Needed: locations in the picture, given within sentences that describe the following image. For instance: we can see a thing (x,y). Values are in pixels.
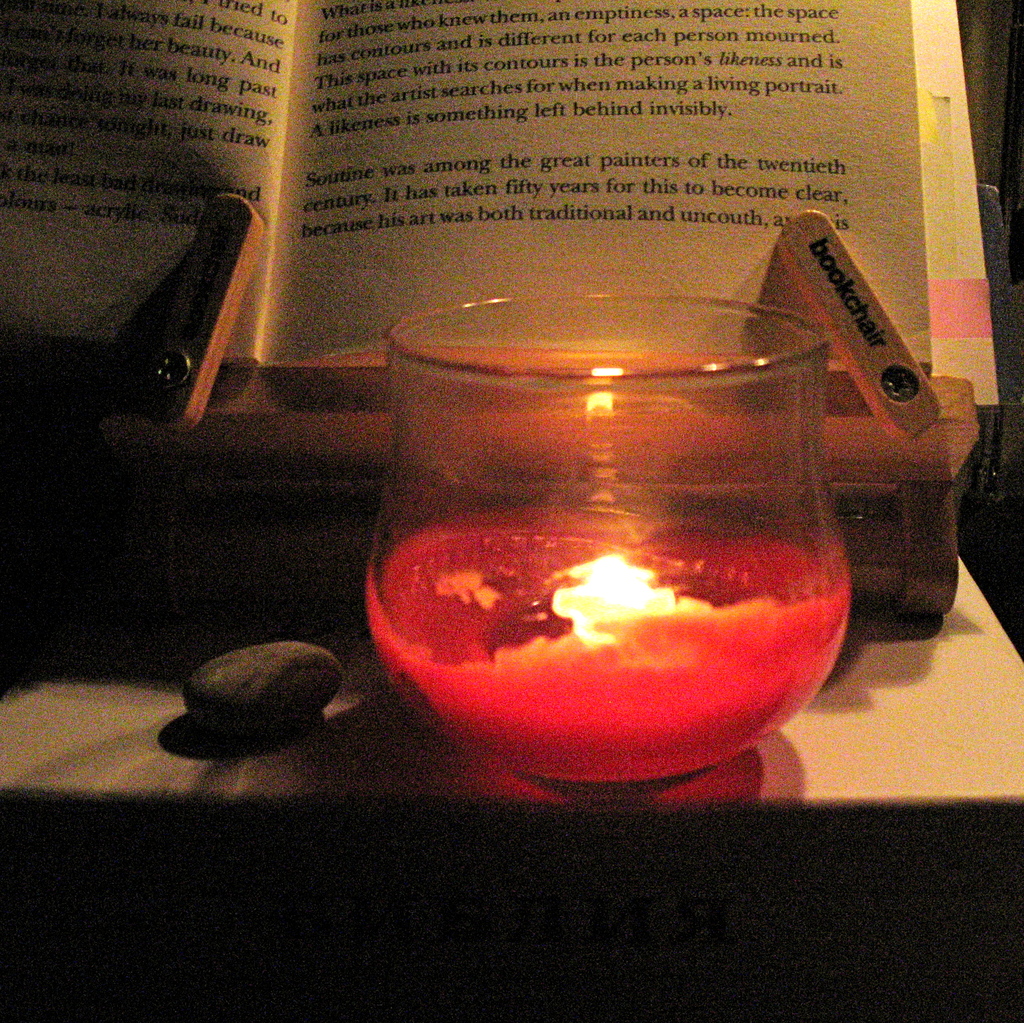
In this image at the bottom (556,860), there is a table (693,862) on that there are books (686,254), candles (665,616), glasses (644,508), text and stone (268,700).
